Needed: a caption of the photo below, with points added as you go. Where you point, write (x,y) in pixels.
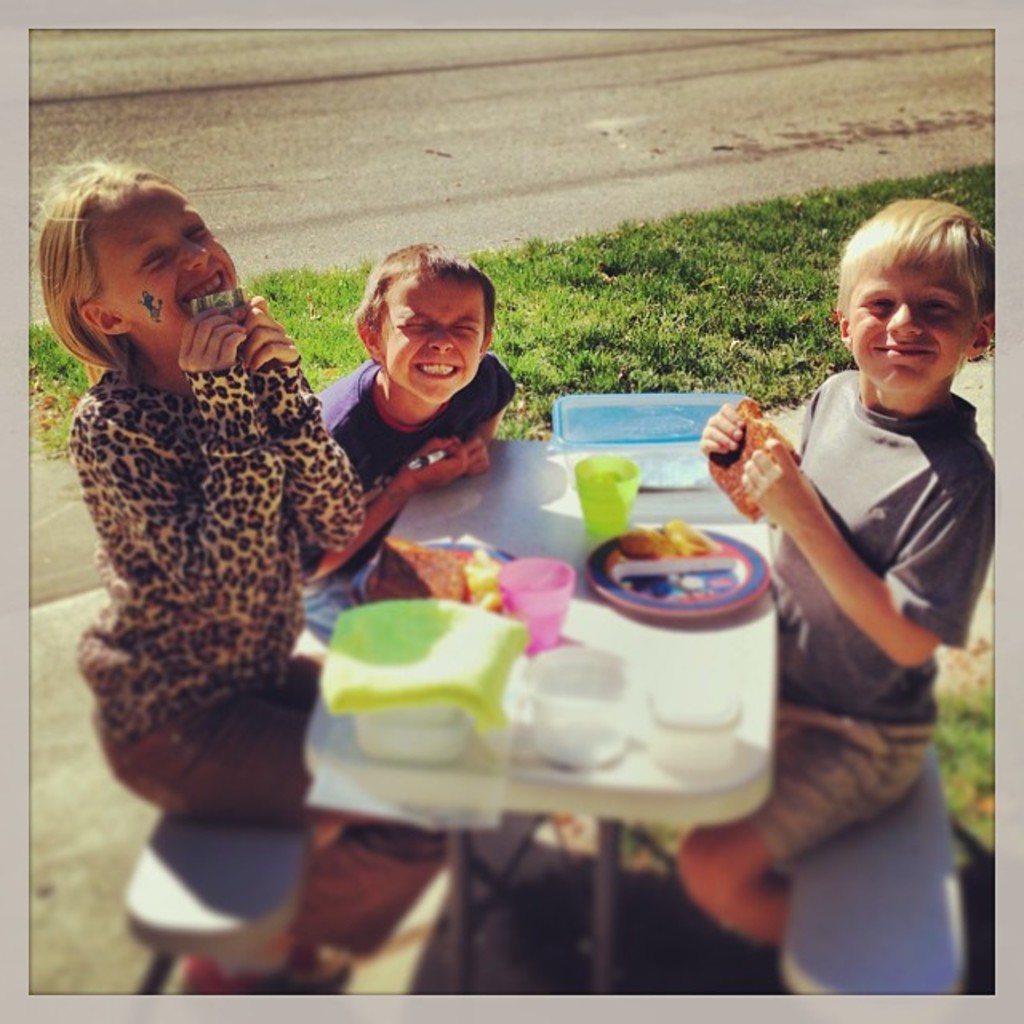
This image is clicked outside. there is grass (678,295) in the middle (622,372). There is a table (578,798) and two benches (917,988) on the table (627,638) there is a plate (671,598), glass (617,698), box (636,426), eatables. There are three children (904,493) sitting around the table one is girl (190,451) she is on the left side (200,523) and 2 are boys (894,437). All of them are smiling.
